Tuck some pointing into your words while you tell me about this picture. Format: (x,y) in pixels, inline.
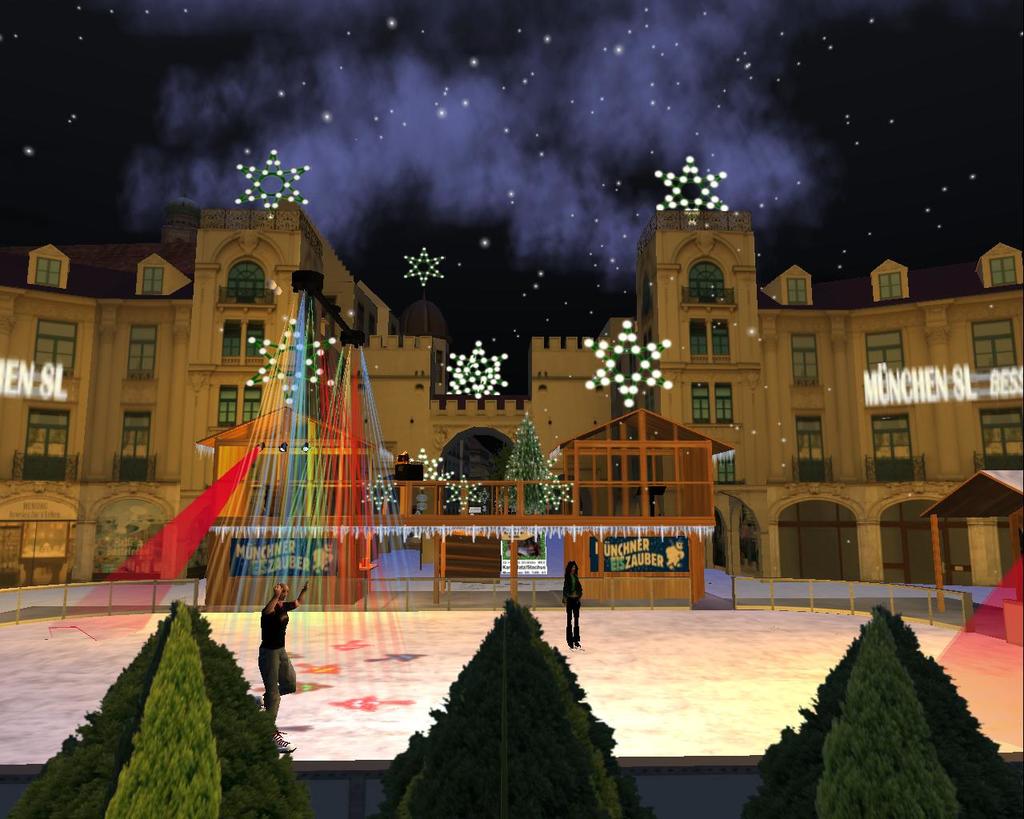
This is an animated image. In the foreground (863,735) we can see the trees (536,758). In the center (433,512) there are two persons (569,631) and we can see the buildings (674,349), decoration lights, focusing lights (352,447). In the background (541,98) there is a sky (488,178) and we can see the text (641,558) on the banner (645,561) attached to the wall (691,549) of a building (568,551).
